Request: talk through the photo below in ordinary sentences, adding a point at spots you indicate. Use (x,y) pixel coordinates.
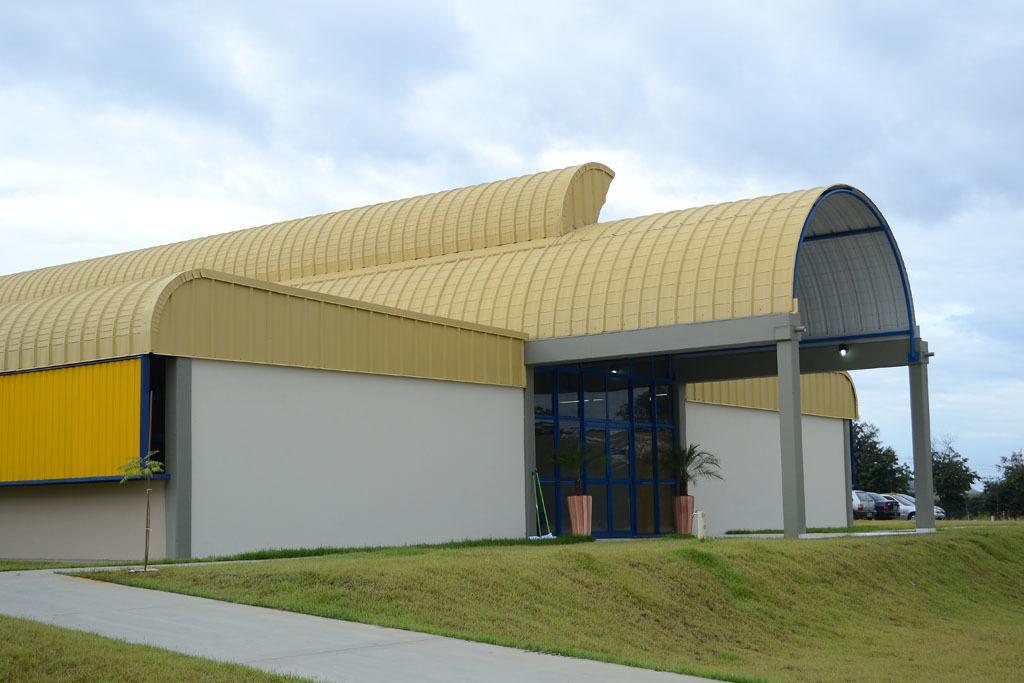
This image is clicked outside. There is a building (521,411) in the middle (582,438). There are plants (703,474) and trees (945,492) in the middle (560,453). There are cars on the right side (900,516). There is sky (1023,36) at the top (557,112).
